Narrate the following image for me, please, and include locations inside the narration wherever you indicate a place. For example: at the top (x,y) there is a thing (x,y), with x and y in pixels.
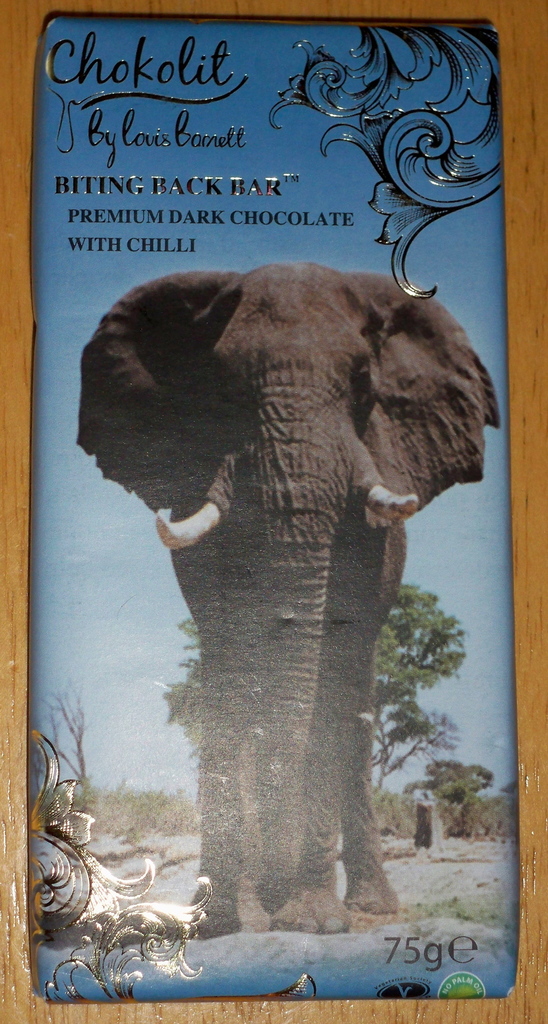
In this image I can see a picture of a elephant (343,501) which is black and white in color is standing on the ground (438,891). I can see the ground (430,891), some grass (497,907), few trees (448,796) and the sky (117,569) in the background (330,249). I can see the brown colored boundaries (24,1000).
